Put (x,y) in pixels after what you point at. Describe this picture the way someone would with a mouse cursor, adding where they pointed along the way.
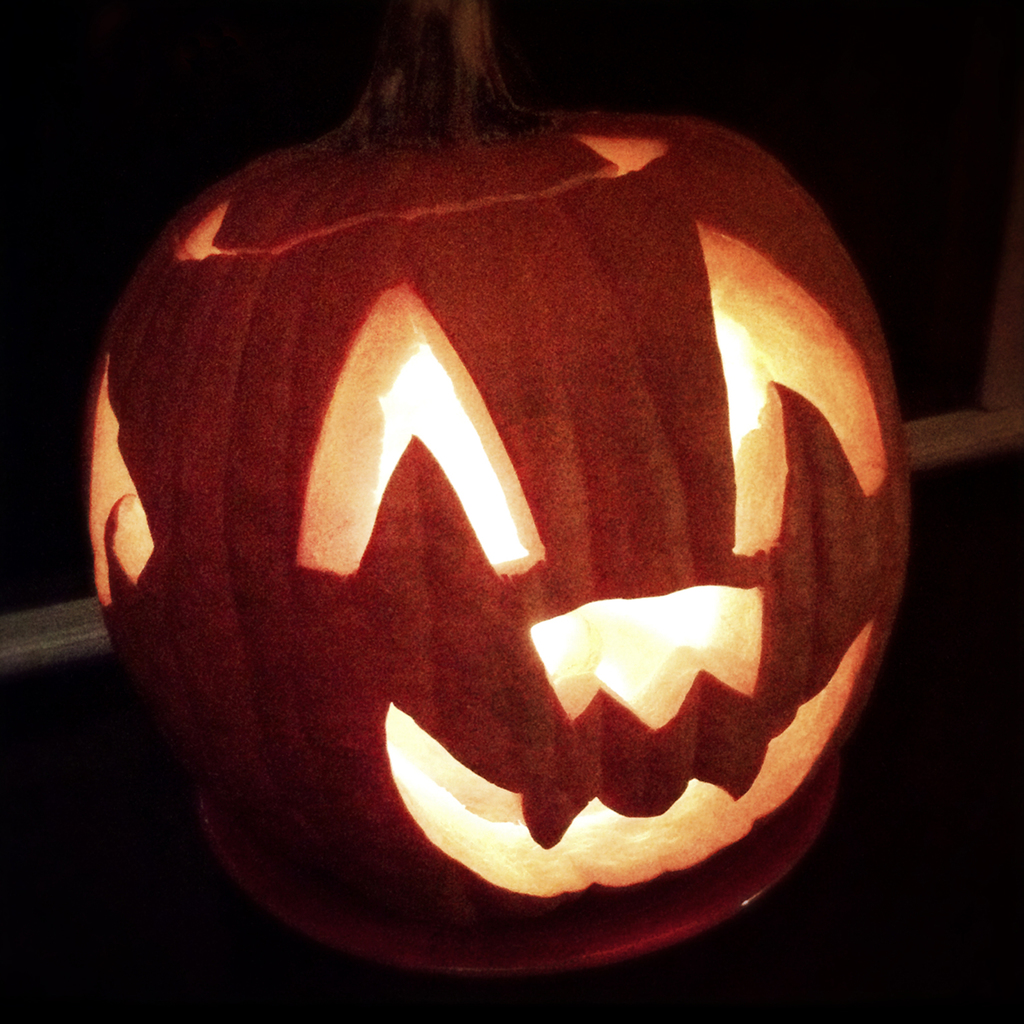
In this image we can see a carved pumpkin (578,704) which is placed on the surface (111,965).
